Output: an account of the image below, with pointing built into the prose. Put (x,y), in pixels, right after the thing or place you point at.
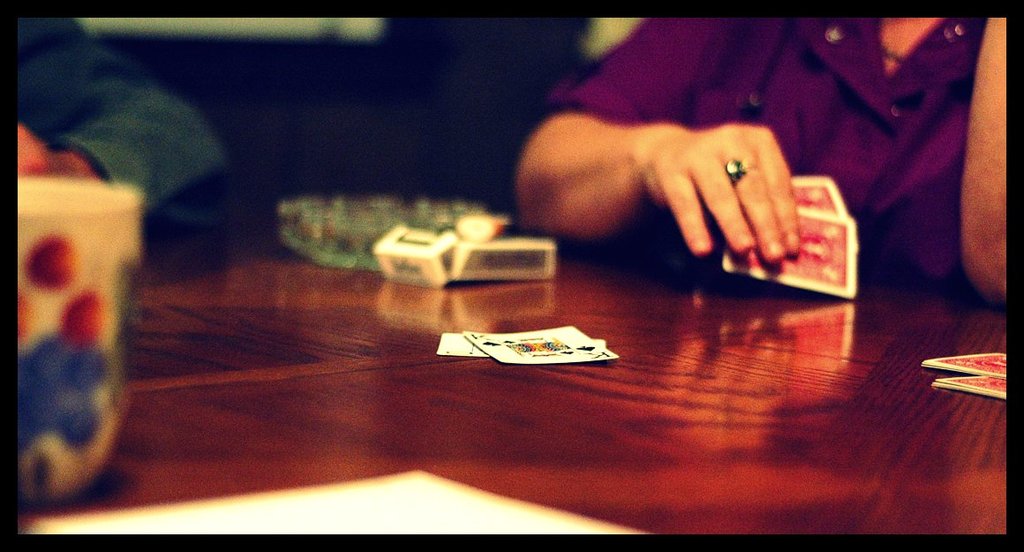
In the picture we can see playing cards (979,363) are placed on the table (191,390). The background of the image is blurred, where we can see a cup (53,430) on the left side of the image (111,434), we can see a person (859,151) wearing the purple color shirt (856,88) is holding a playing cards (743,272), we can see a box (429,255) and ashtray (365,233) are placed on the table (380,441). This part of the image is dark.
